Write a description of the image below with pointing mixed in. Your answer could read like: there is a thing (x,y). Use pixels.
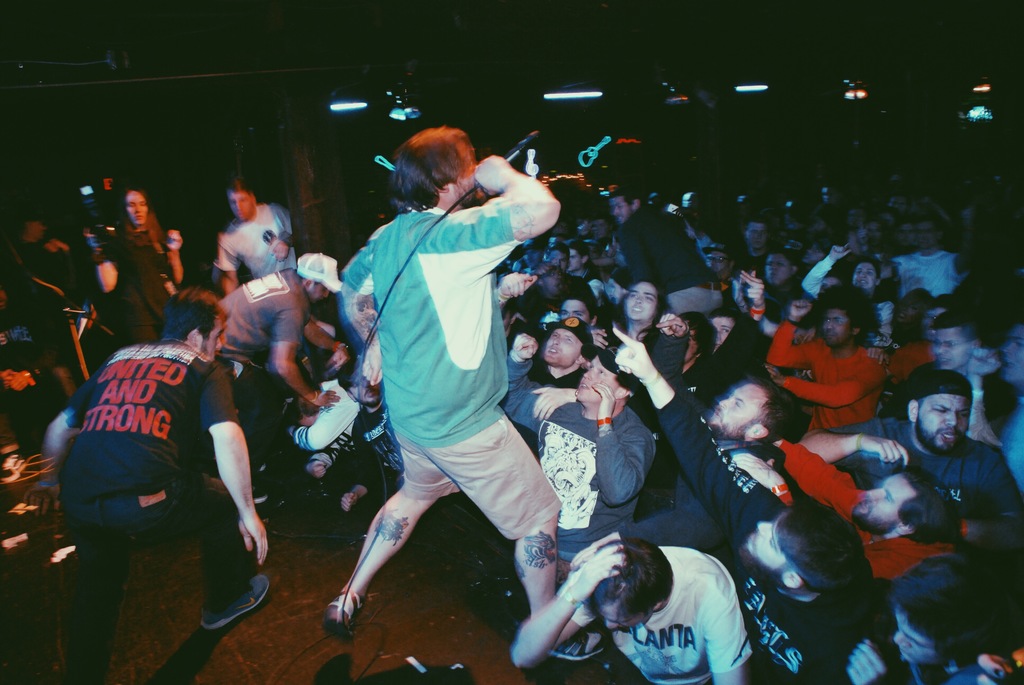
In this picture I can observe a man (414,425) in the middle of the picture (457,308). He is holding a mic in his hand (495,187) and singing. In front of him there are some people (624,343) standing on the floor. There are men (612,493) and women (873,287) in this picture. The background is completely dark.
